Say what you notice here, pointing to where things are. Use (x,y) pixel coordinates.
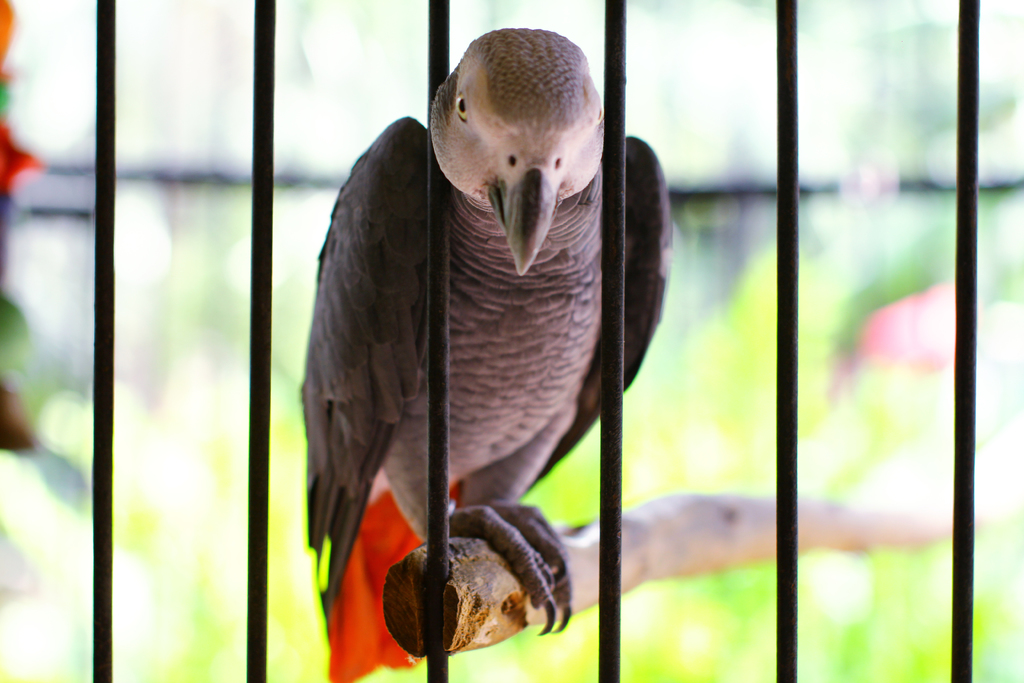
In the center of the image (544,334), we can see a bird (456,259) on the log (479,588) and we can see grilles (434,52) and the background (206,122) is blurry.
